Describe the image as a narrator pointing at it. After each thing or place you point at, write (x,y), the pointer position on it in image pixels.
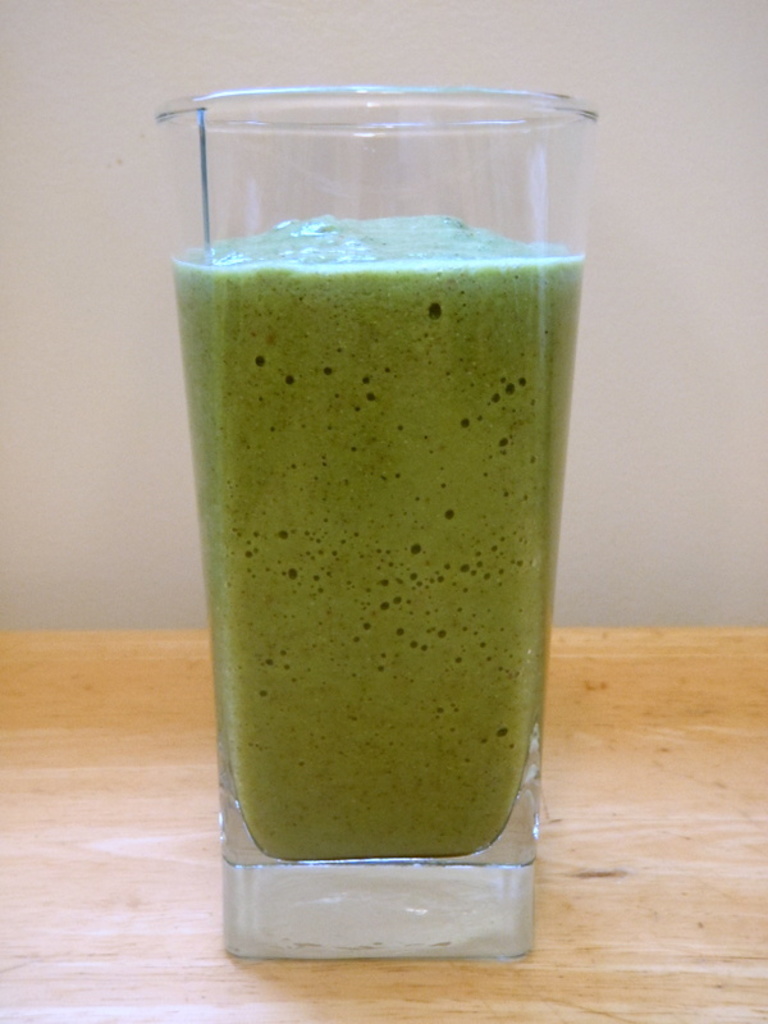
Here in this picture we can see a glass (332,304) of juice (345,456) present on a table (42,965).
